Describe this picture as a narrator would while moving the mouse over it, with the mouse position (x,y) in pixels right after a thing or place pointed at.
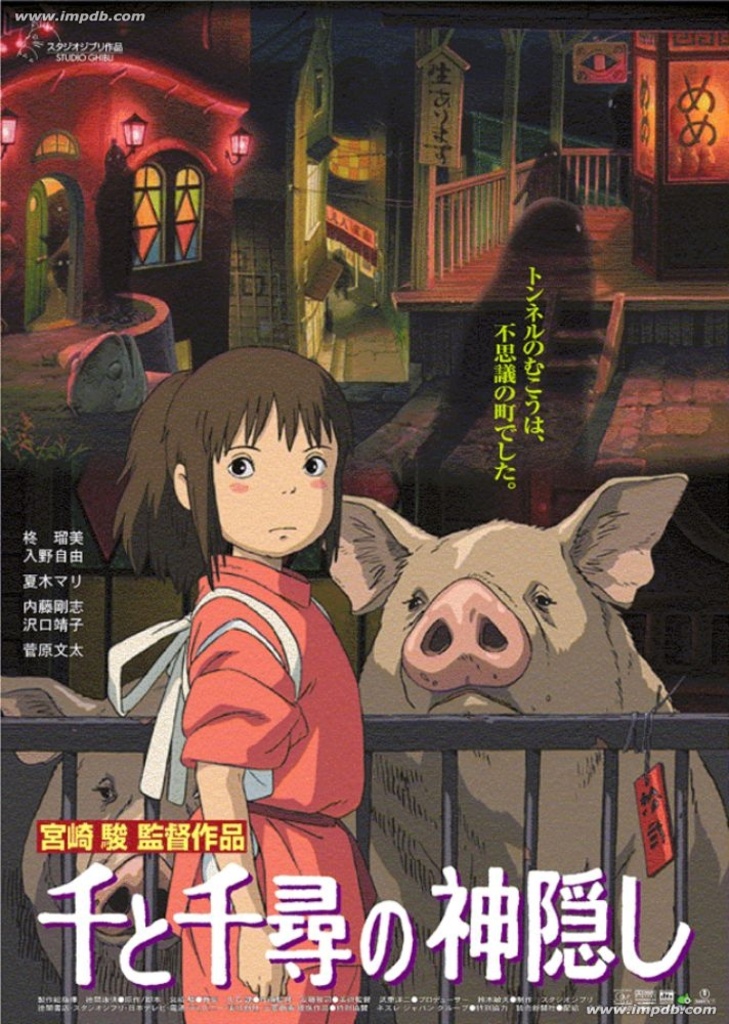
In this picture there is a kid (294,865) standing and there is a fence wall (553,749) beside her and there are two pigs (491,626) on the another side of fence wall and there are some other objects (441,240) in the background (424,241).
